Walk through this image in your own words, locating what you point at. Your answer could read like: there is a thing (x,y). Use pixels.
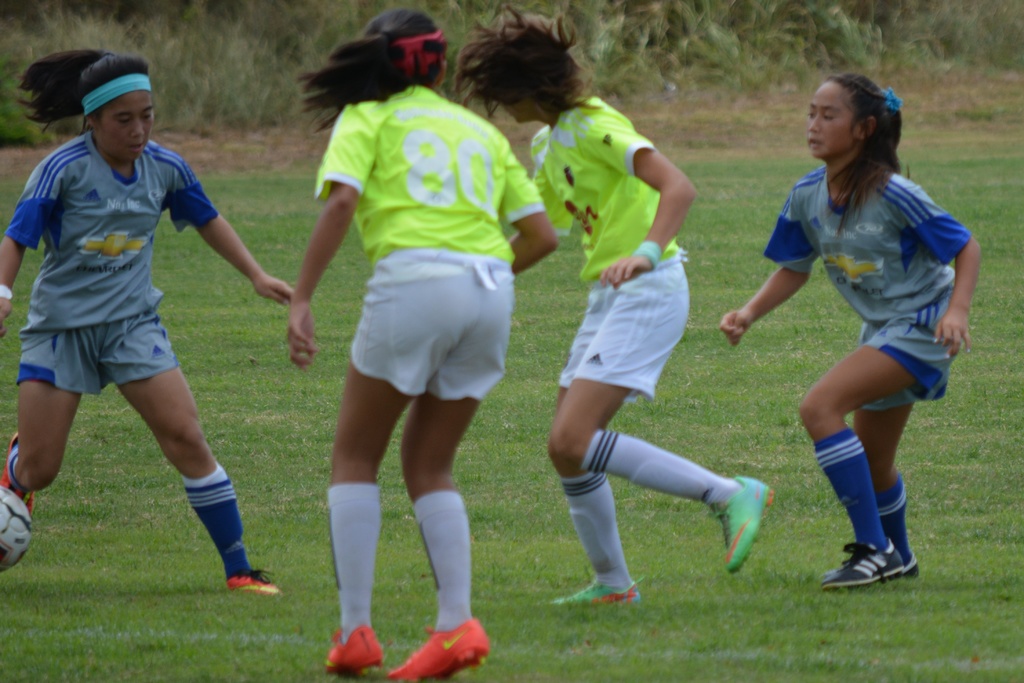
In this image I can see four people (409,285) are on the ground (539,592). These people (423,246) are wearing the different color jerseys (459,205) and to the left (5,539) there is a ball (9,526). In the background (779,0) I can see tall grass (664,34) and shrubs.
